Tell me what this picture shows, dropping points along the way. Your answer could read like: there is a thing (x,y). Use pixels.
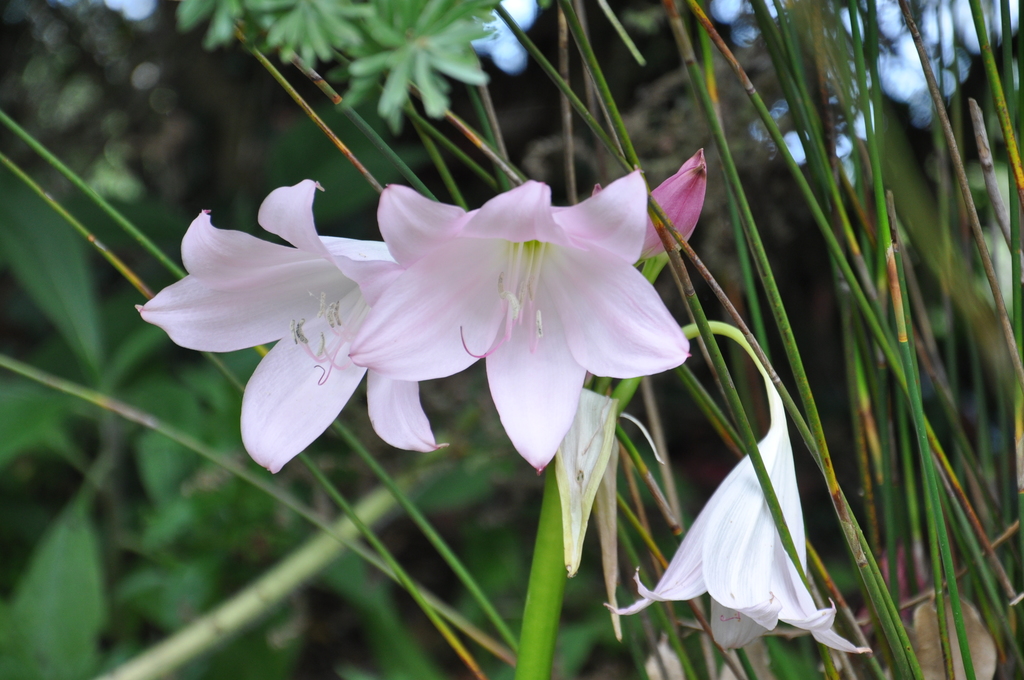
In this picture we can see there are flowers (514,335) and behind the flowers (556,302) there are leaves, stems (1015,357) and the blurred background (743,133).
